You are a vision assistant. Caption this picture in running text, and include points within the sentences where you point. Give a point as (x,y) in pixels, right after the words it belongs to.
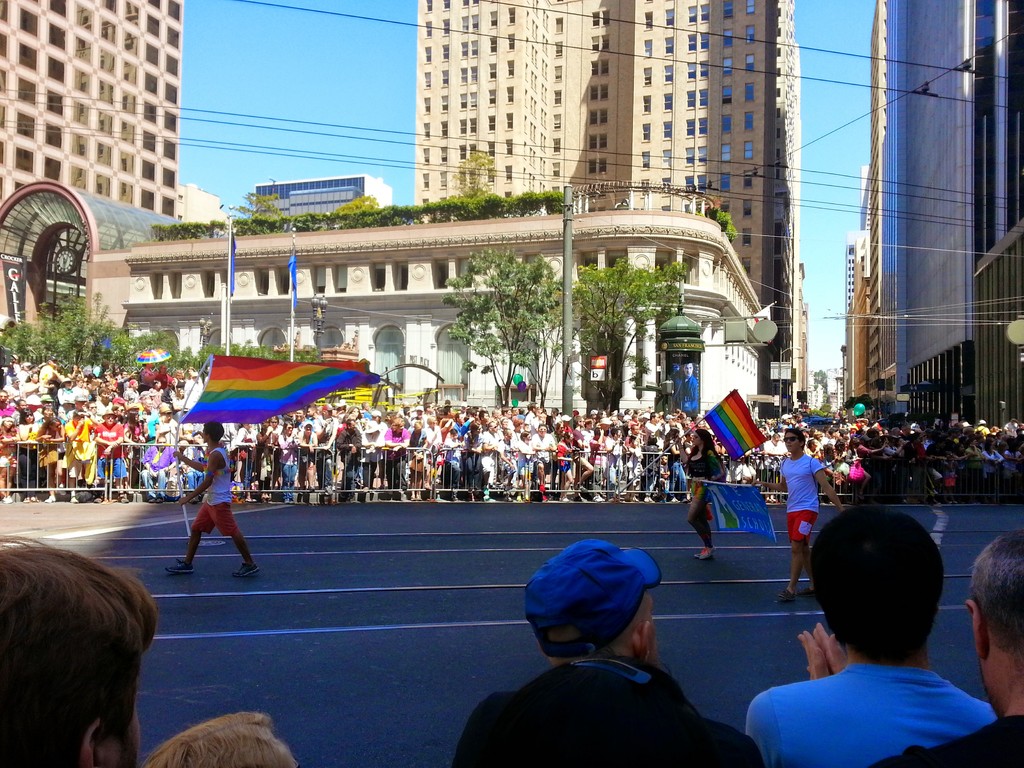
In this image, in the middle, we can see a group of people (230,497) are holding flags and walking on the road (217,541). In the background (129,479), we can see a group of people (401,432), metal grill (631,470), building (675,217), trees (542,261), plants (461,216), electrical wires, hoardings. At the top (339,60), we can see a sky (285,51), at the bottom (217,748), we can see a group of people (1005,585).
